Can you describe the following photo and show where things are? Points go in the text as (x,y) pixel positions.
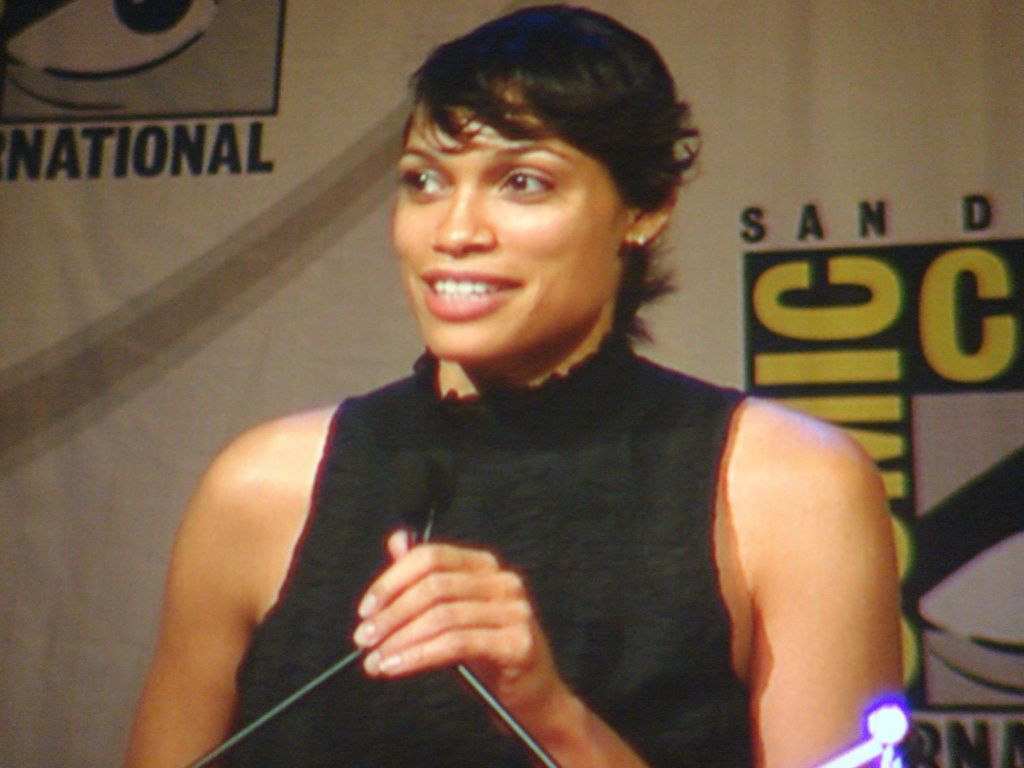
In this picture we can see a woman (528,561) is smiling, there is a microphone (437,507) in front of her, in the background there is some text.
